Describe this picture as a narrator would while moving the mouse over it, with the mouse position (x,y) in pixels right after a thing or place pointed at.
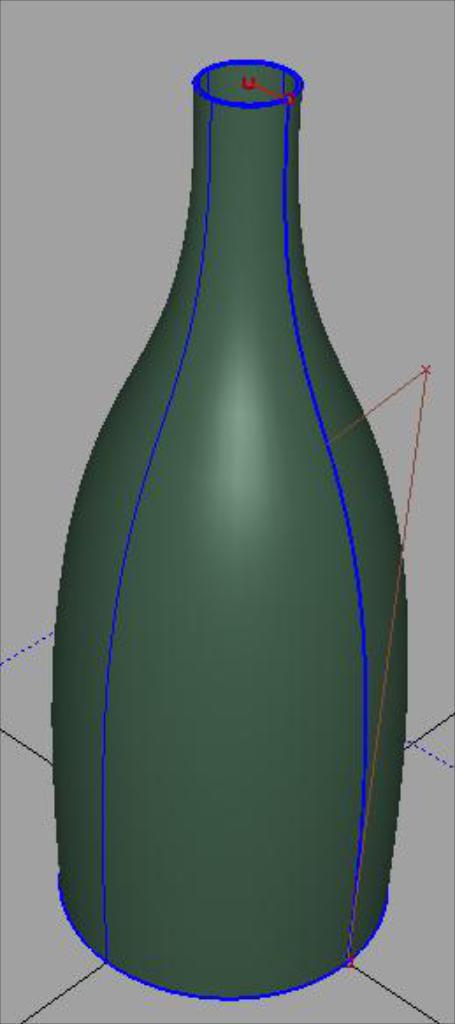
In the picture we can see a animated image of a bottle (152,760) which is green in color with blue color border lines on it.
